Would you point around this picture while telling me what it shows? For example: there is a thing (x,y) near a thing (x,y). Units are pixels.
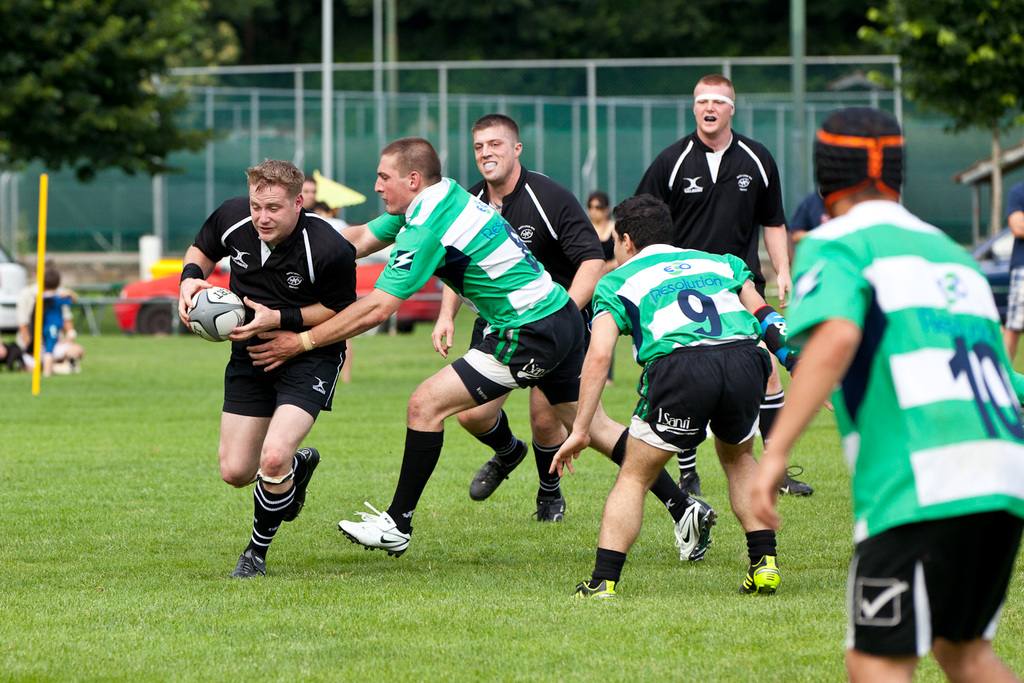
In this image we can see there are few players (624,201) playing with a ball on the ground (593,606), behind them there is a vehicle (434,279) parked and there are a few people (64,322) sitting on the surface of the grass (108,349). In the background (416,109) there is a net fence (460,128) and trees (98,100).
